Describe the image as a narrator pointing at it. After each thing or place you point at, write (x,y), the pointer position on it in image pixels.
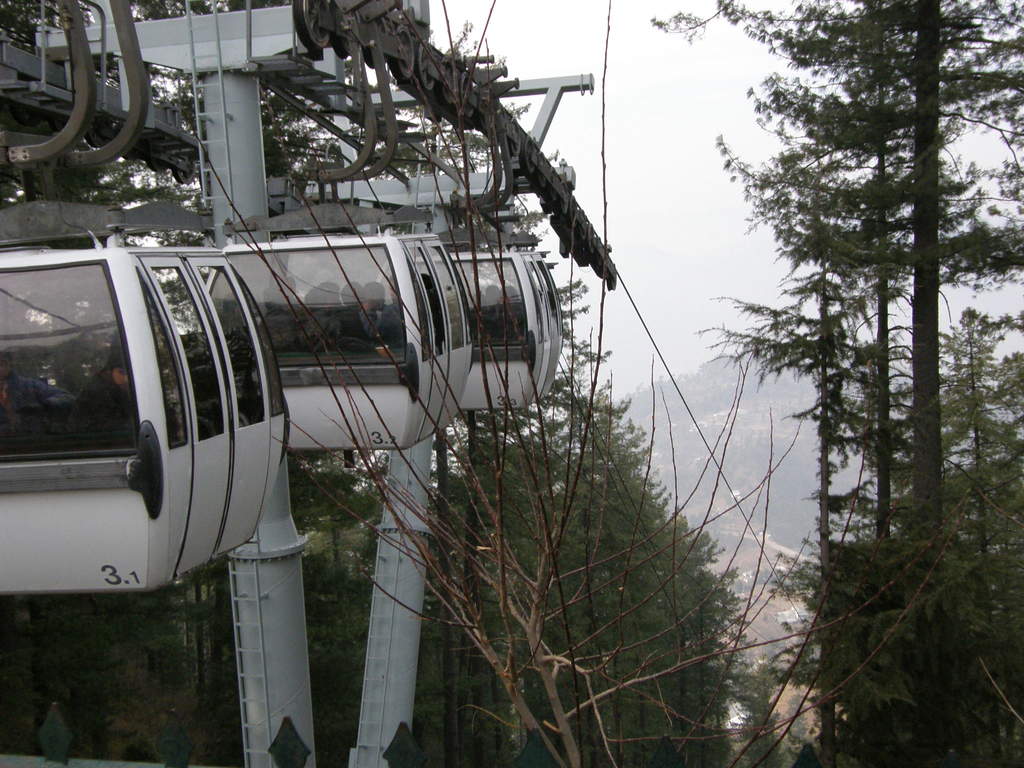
In this picture we can see cable cars (54,309) and trees (828,595). Here we can see few persons (384,316) inside the cable cars (477,373). In the background (679,242) there is sky (726,40).
